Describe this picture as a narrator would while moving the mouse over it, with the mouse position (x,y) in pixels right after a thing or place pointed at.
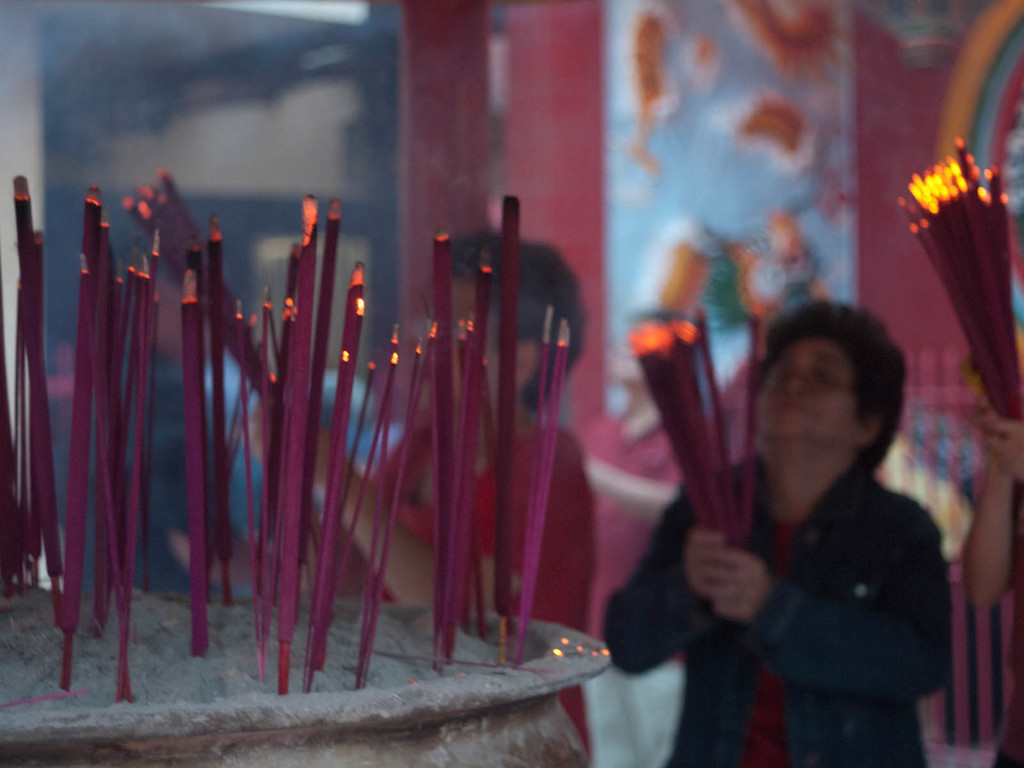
In this image in the front (498,407) there are sticks (266,426). In the center (653,506) there are persons (820,567) standing and holding sticks (695,446) in hand (714,535). In the background (737,193) there are frames (681,219) on the wall (876,149). On the right side (946,369) there is a fence (938,444) which is pink in colour.
